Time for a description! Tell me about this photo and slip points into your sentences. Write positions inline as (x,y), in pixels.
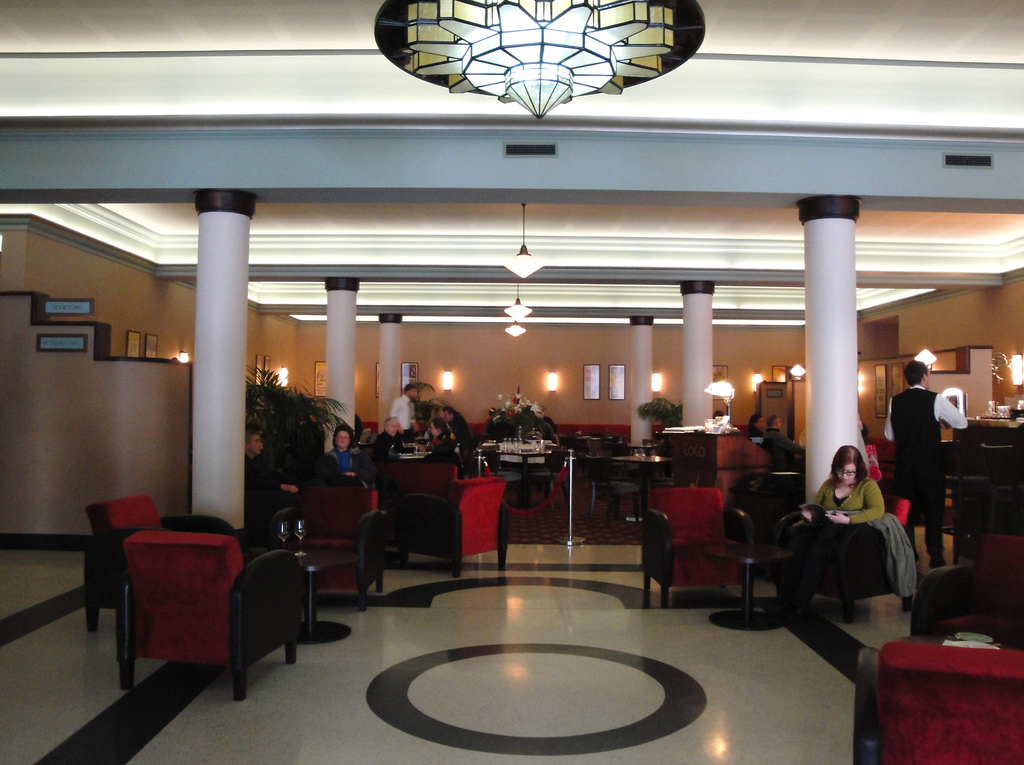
this picture shows few chairs (703,546) and few people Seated on the chairs (871,574) and a man (918,480) standing.
